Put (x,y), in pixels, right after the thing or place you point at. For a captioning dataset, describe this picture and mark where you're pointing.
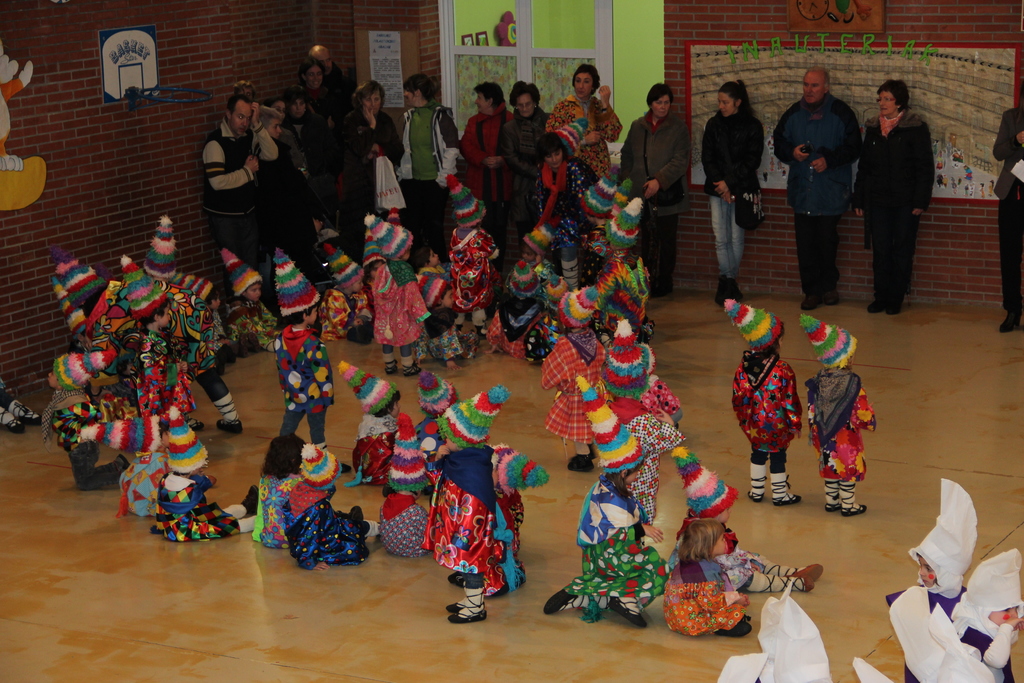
This image consists of many people (321,157). In the front (623,281), we can see many people (650,545) wearing caps (629,368). At the bottom (378,648), there is a floor (231,624). In the background (103,180), we can see a wall (130,155) along with a window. And there are frames (765,96) on the wall (203,86).
